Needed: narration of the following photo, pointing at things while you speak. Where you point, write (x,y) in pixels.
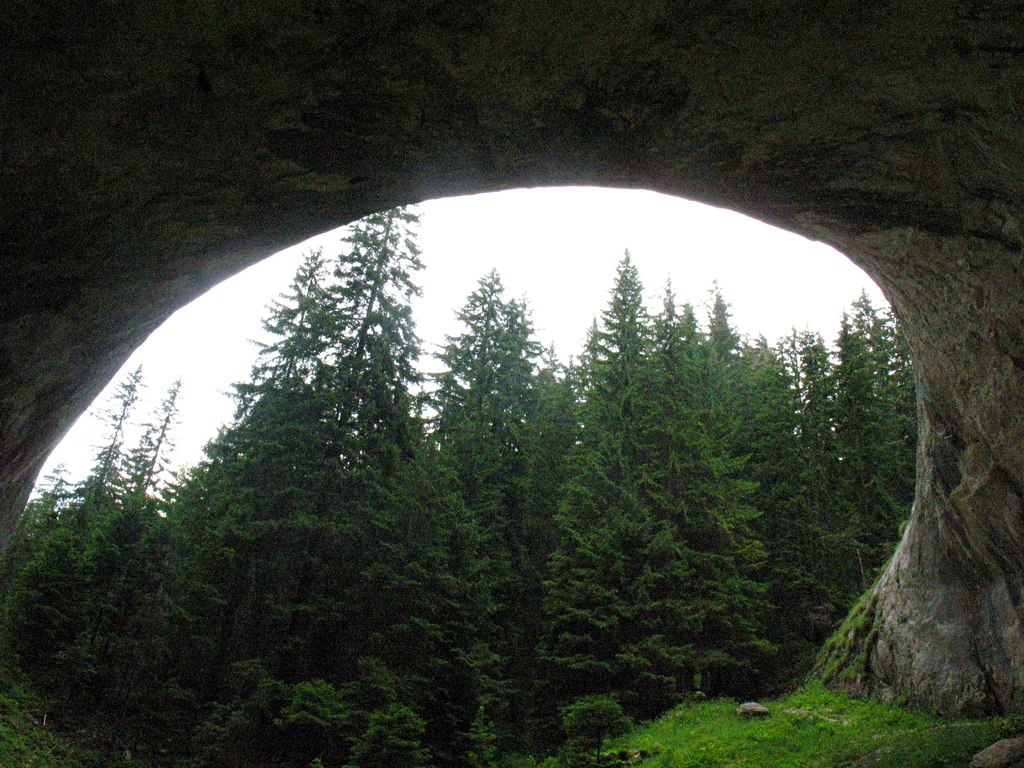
In the image there is a stone arch (884,673). On the ground (684,718) there is grass (655,720) and also there are many trees (238,433). In the background (214,363) there is sky (723,235).
